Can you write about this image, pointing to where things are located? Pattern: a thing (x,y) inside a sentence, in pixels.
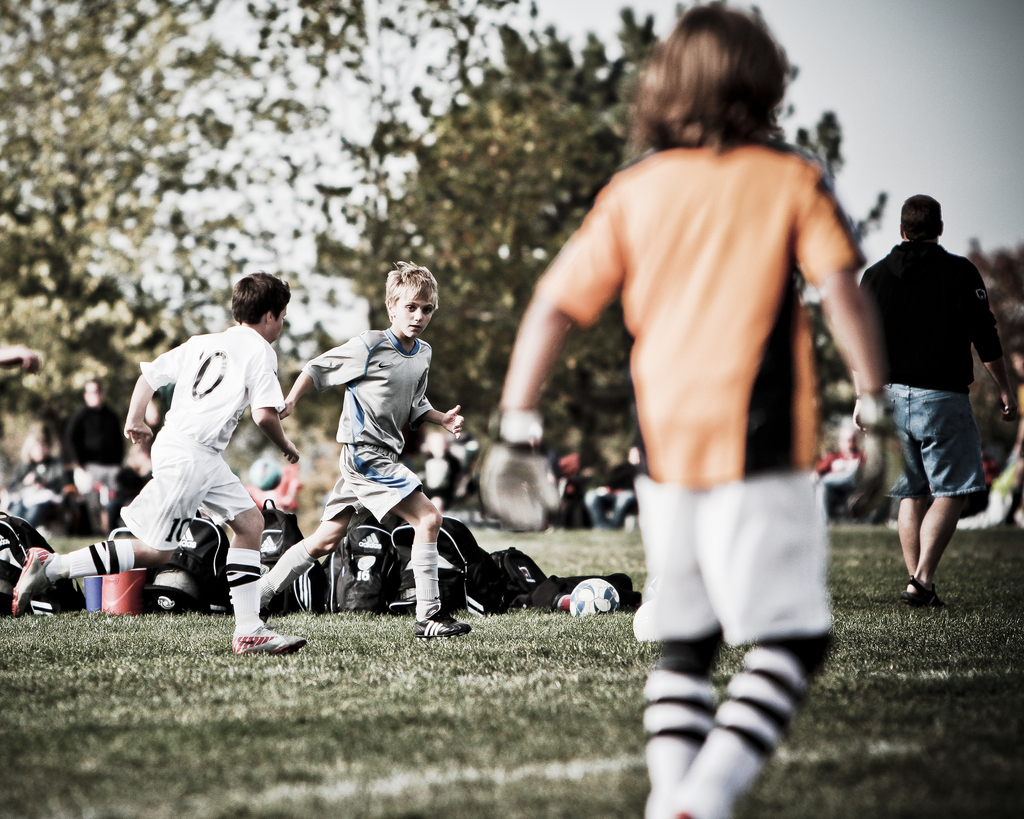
On the right side of the image (744,532) we can see one person (772,471) is standing and wearing gloves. In the center of the image (366,385) we can see two persons (355,491) are running. In the background (601,102), we can see the sky (903,66), clouds (903,66), trees (613,83), grass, bags (181,594), red and blue color objects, one ball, few people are sitting, few people (918,339) are standing, few people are holding some objects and a few other objects (561,592).
